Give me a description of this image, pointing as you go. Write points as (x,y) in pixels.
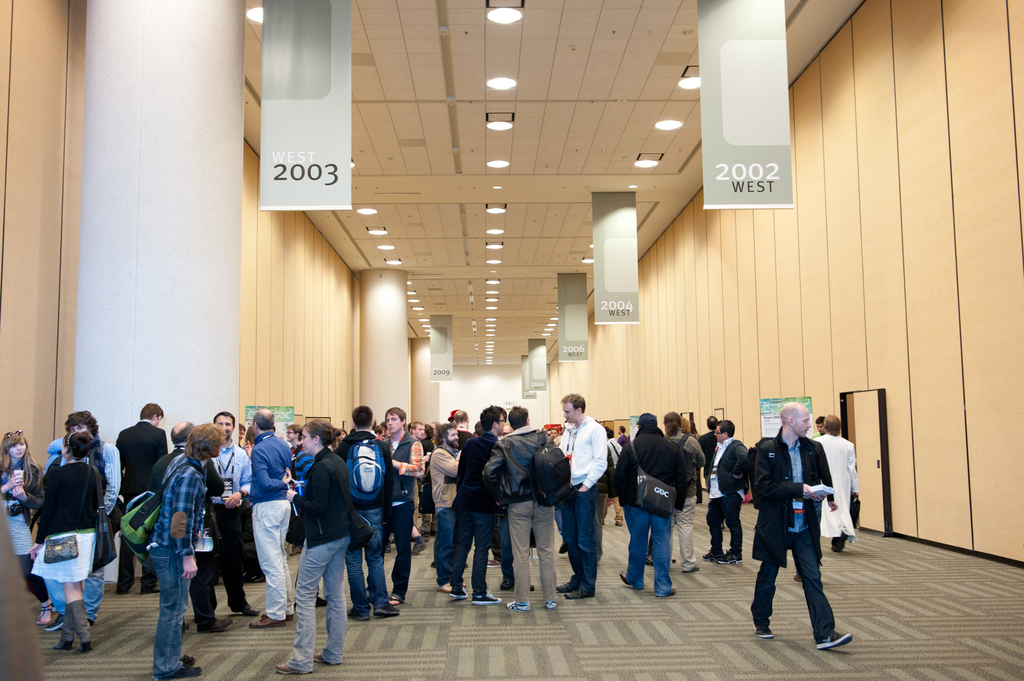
In this image there are a few people (399,479) standing and talking with each other in a hall (539,299), on top of the ceiling (484,64) there are lamps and there are a few banners (317,129) hanging.
